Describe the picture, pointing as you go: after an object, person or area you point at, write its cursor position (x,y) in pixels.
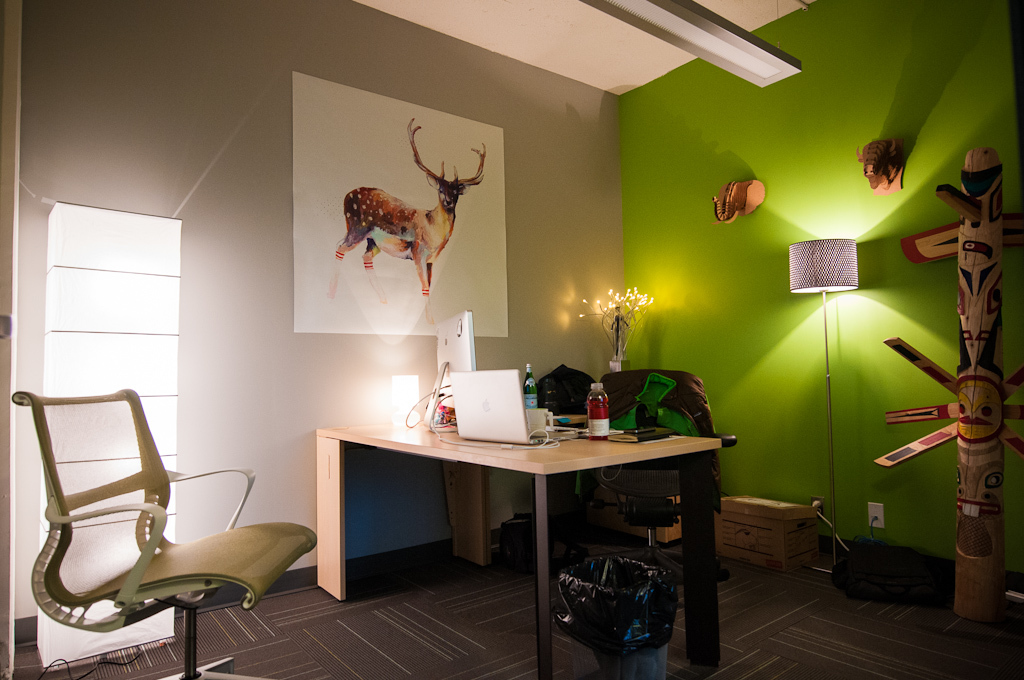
In this image we can see a table (643,445) with some objects (479,414) on it. In the background of the image (471,96) there is wall (550,225). There is a poster (348,248) of a animal (418,217) on it. To the right side of the image (977,165) there is an object (1001,607). There are depictions (737,205) of animal heads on the wall (726,269). There is a light lamp (821,294). To the left side of the image (40,578) there is chair (162,514). At the bottom of the image (388,630) there is carpet (387,643).
